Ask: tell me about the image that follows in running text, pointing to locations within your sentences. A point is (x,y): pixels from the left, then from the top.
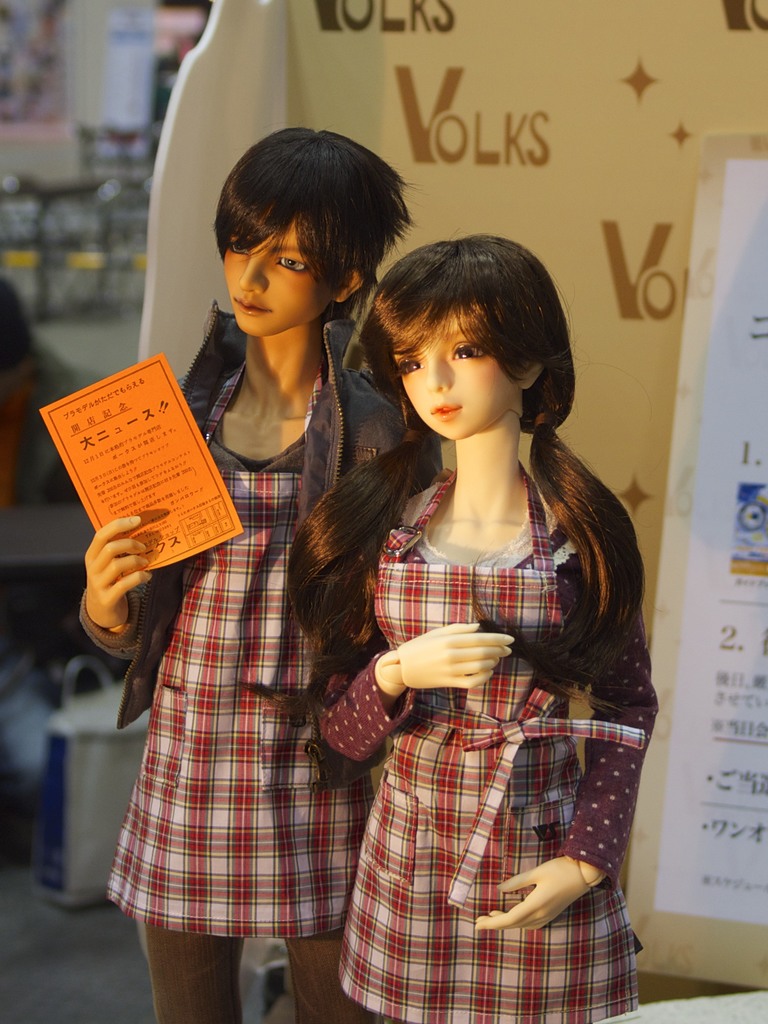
In this image, there are two mannequins (375,718), one is holding a paper (115,394) in hands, in the background (684,767) there is a board (659,470), on that board (556,141) there is some text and it is blurred.
